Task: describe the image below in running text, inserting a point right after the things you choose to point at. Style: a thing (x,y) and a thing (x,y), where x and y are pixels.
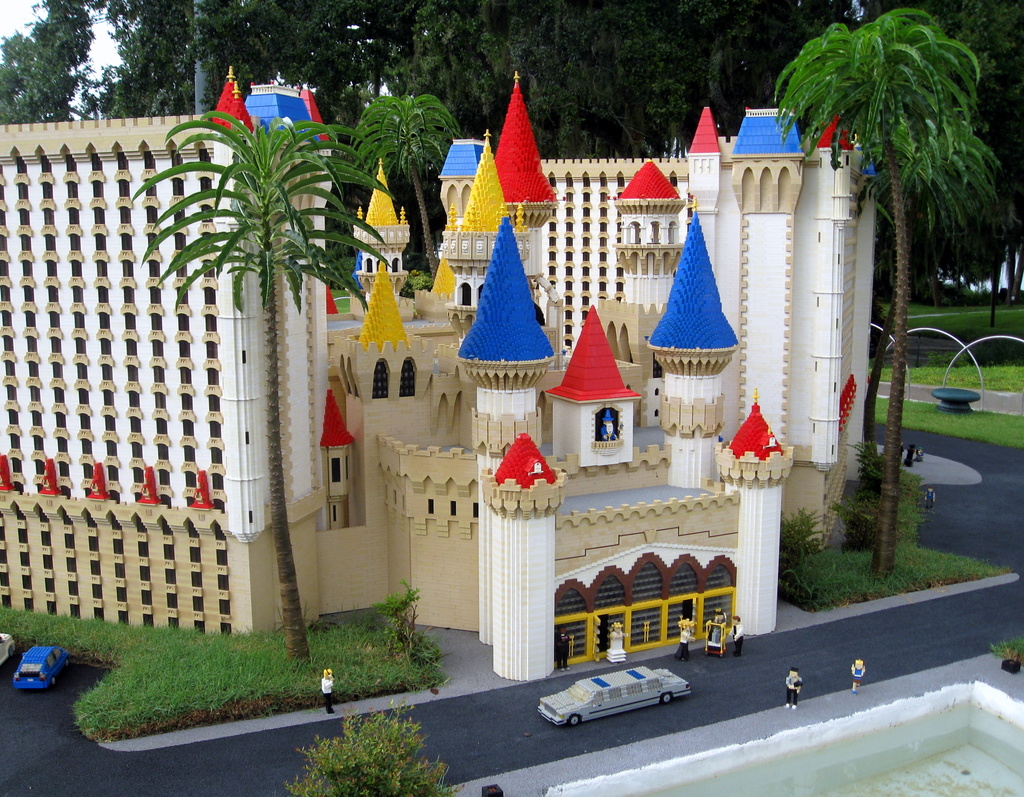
In this picture there is a toy castle (489,278) in the center of the image (519,448) and there is a car (675,684) at the bottom side of the image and there are trees (466,68) at the top side of the image (466,28).
